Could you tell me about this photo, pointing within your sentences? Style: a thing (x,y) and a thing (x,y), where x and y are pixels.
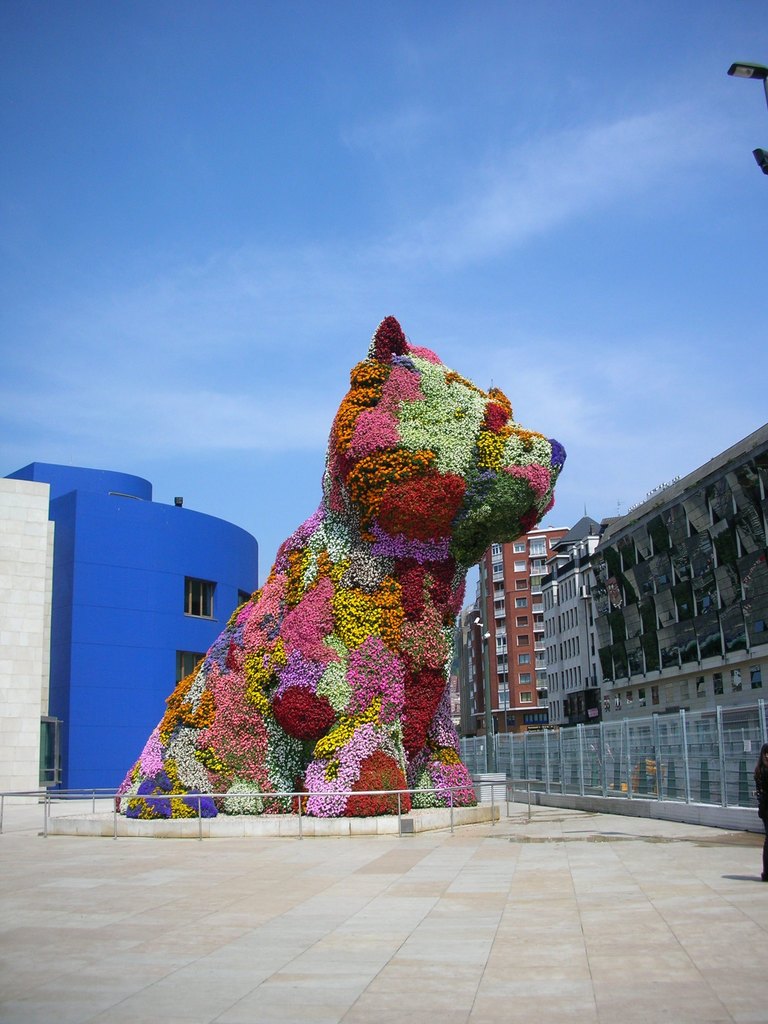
In the center of the image (363,553) we can see a big structure of an animal (388,613) made with several flowers (401,659) which is surrounded by some poles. On the backside (454,701) we can see some buildings (482,720) with windows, a fence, a person (765,881) standing, a street pole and the sky (378,271) which looks cloudy.
